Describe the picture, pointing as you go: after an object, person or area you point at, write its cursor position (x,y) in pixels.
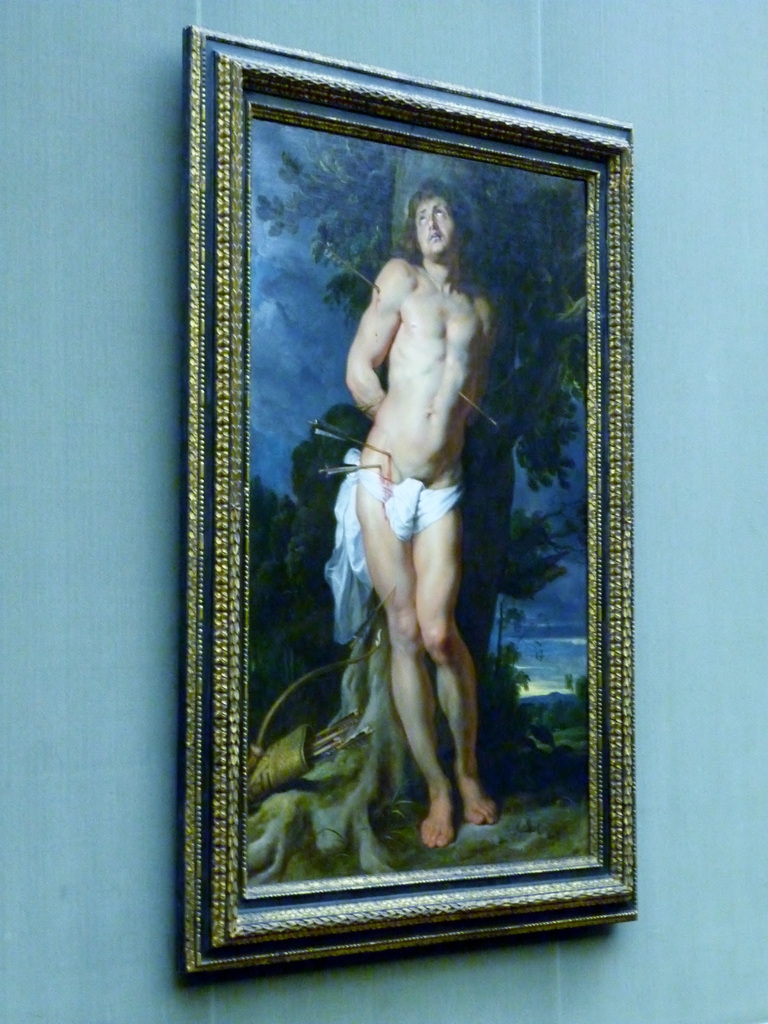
In this image, we can see a photo frame (584,476) on the wall (159,503).
